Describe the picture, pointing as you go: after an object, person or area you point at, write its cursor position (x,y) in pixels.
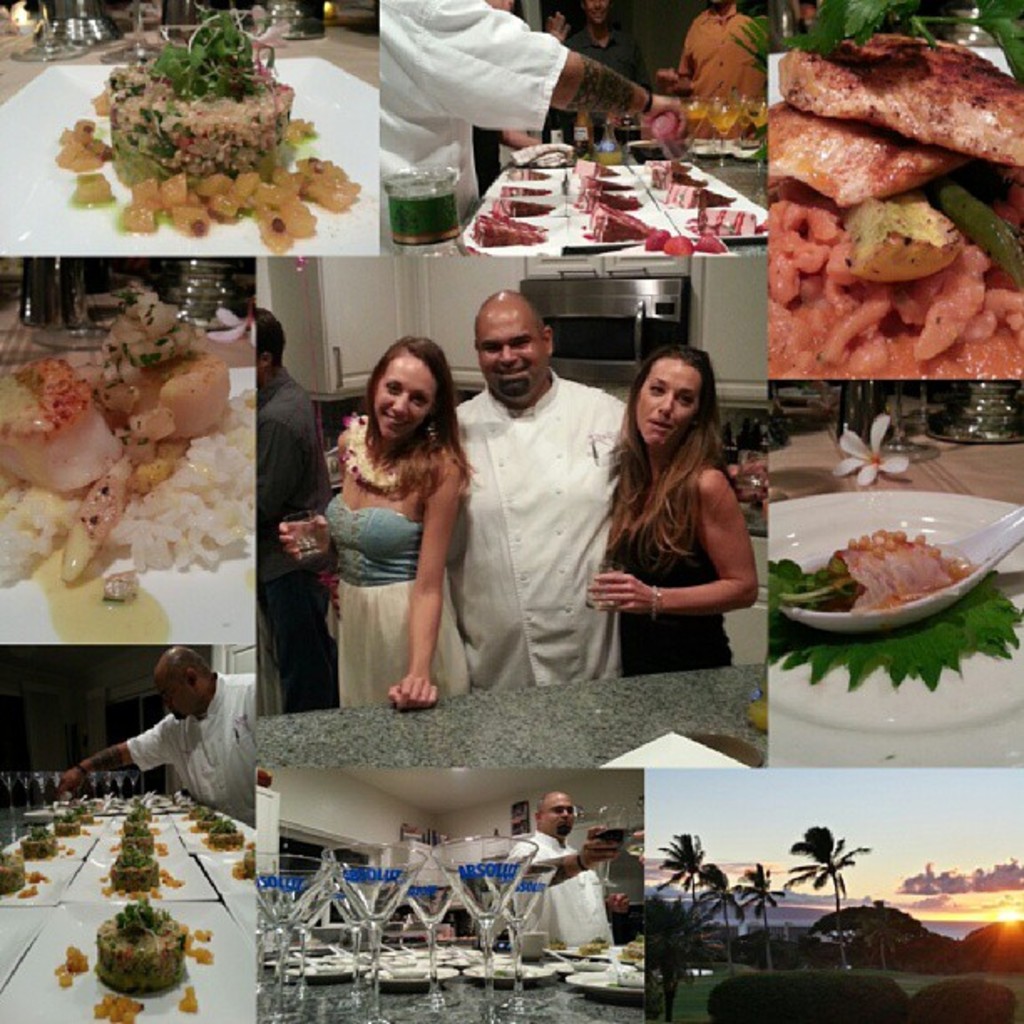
This is a collage image of different dishes (237,473) of food items (782,649), in the center of the image (359,539) there are three people (471,489) posing for the camera with a smile on their face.
